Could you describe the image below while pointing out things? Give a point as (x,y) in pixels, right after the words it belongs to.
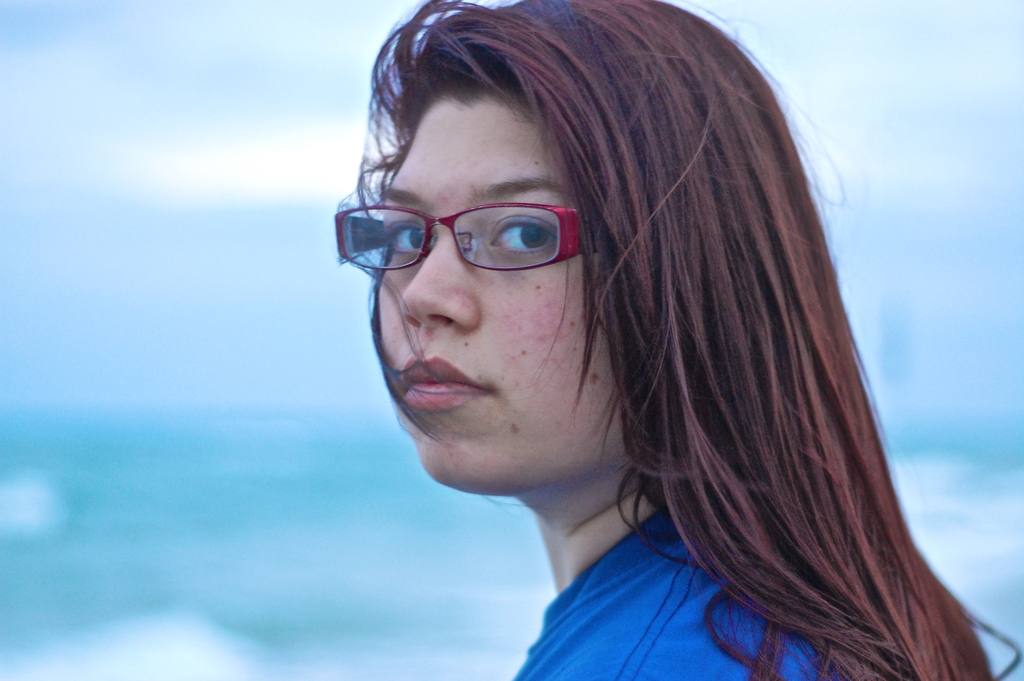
Background (71,140) portion of the picture is in blue color. In this picture we can see a woman (671,604) wearing blue dress (613,610) and spectacles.
